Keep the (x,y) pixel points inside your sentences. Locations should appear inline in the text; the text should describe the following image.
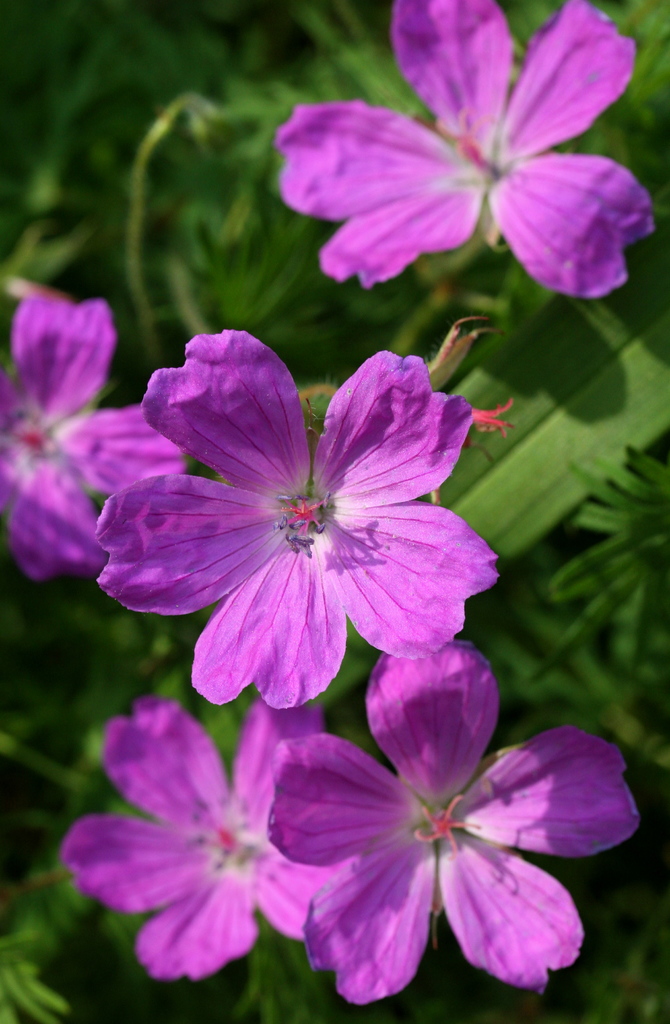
It is a zoomed in picture of purple color flowers (408,480) of the plant (325,610).
